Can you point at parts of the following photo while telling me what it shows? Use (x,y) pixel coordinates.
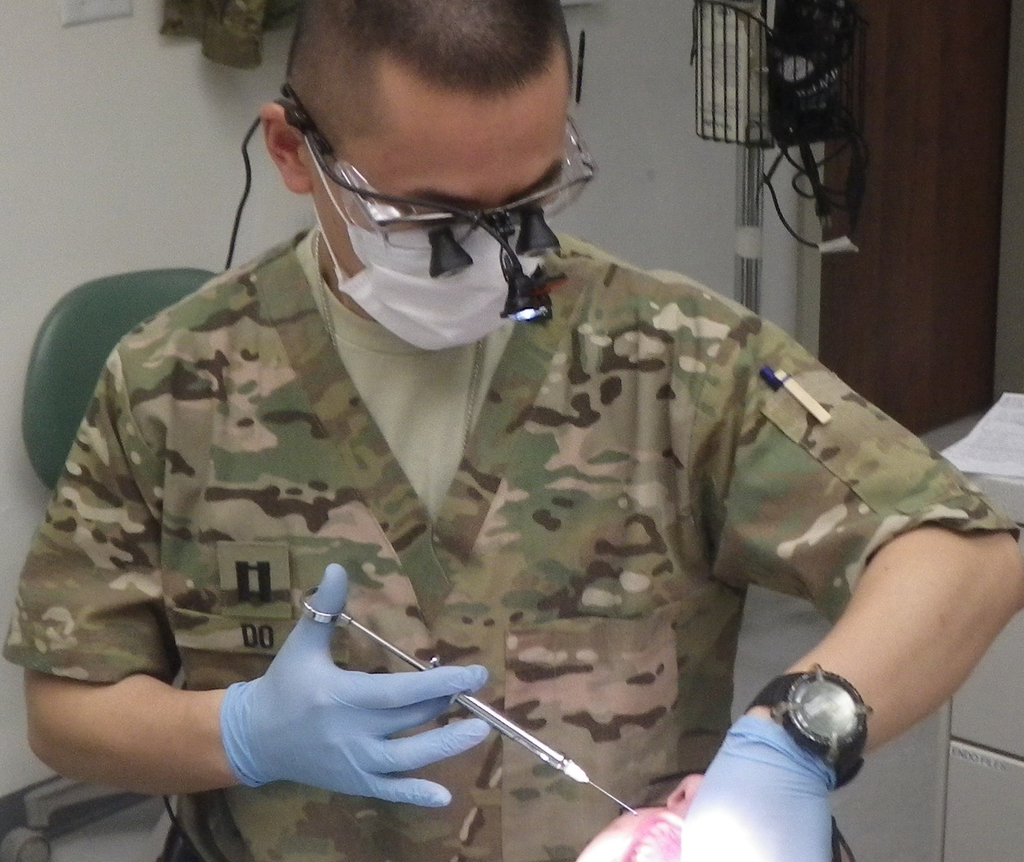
In this image we can see a person (562,556) holding a syringe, he is wearing specs (441,248), there are some objects (787,13) on the stand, there is a chair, there are papers (989,435) on the desk (999,677), also we can see the head (596,854) of a person (639,845), and the wall (628,63).
